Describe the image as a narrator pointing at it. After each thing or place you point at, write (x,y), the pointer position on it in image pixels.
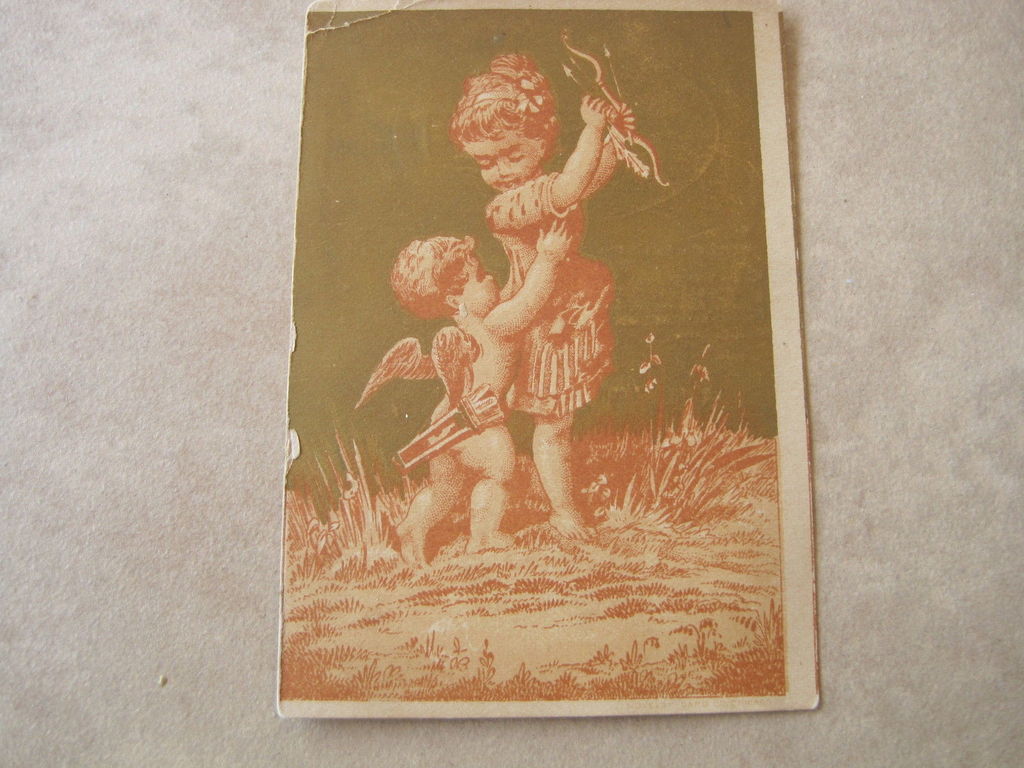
In this image we can see one card (735,24) placed on the cloth (204,721), in this card (706,78) there are two children (458,345) holding some objects (491,395), some grass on the surface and one small boy (458,358) having two wings (427,365).
